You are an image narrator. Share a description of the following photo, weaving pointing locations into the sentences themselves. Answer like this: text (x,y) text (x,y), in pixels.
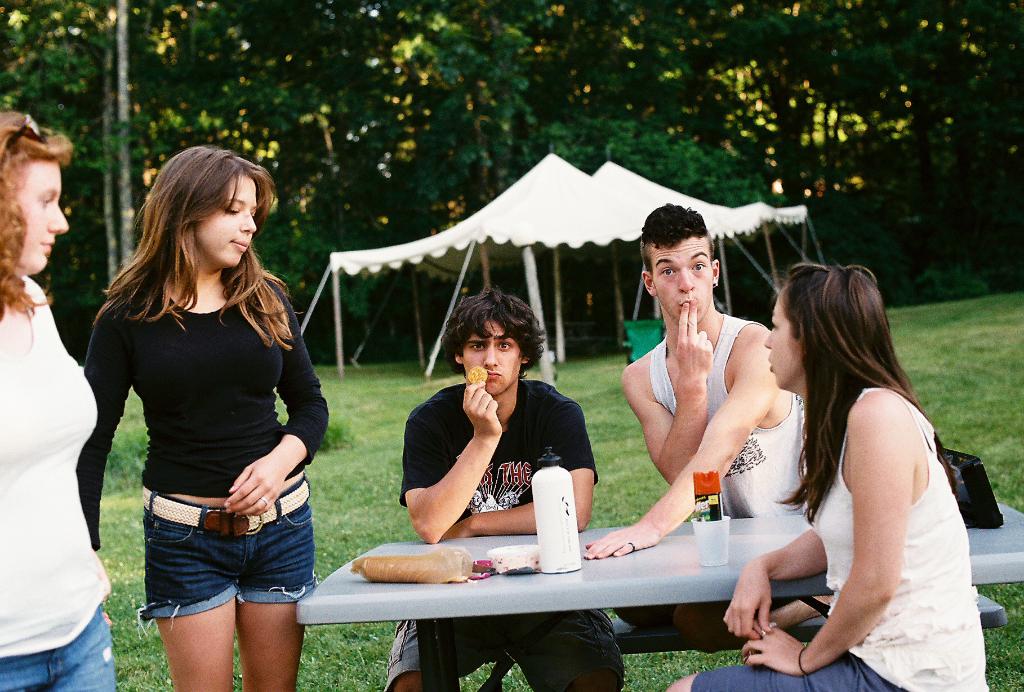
This picture describes about group of people (503,468) few are seated on the chair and few are standing, in front of them we can find a bottle (557,514) and a cup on the table (690,593), in the background (629,210) we can see a tent (543,198) and couple of trees (564,95).
